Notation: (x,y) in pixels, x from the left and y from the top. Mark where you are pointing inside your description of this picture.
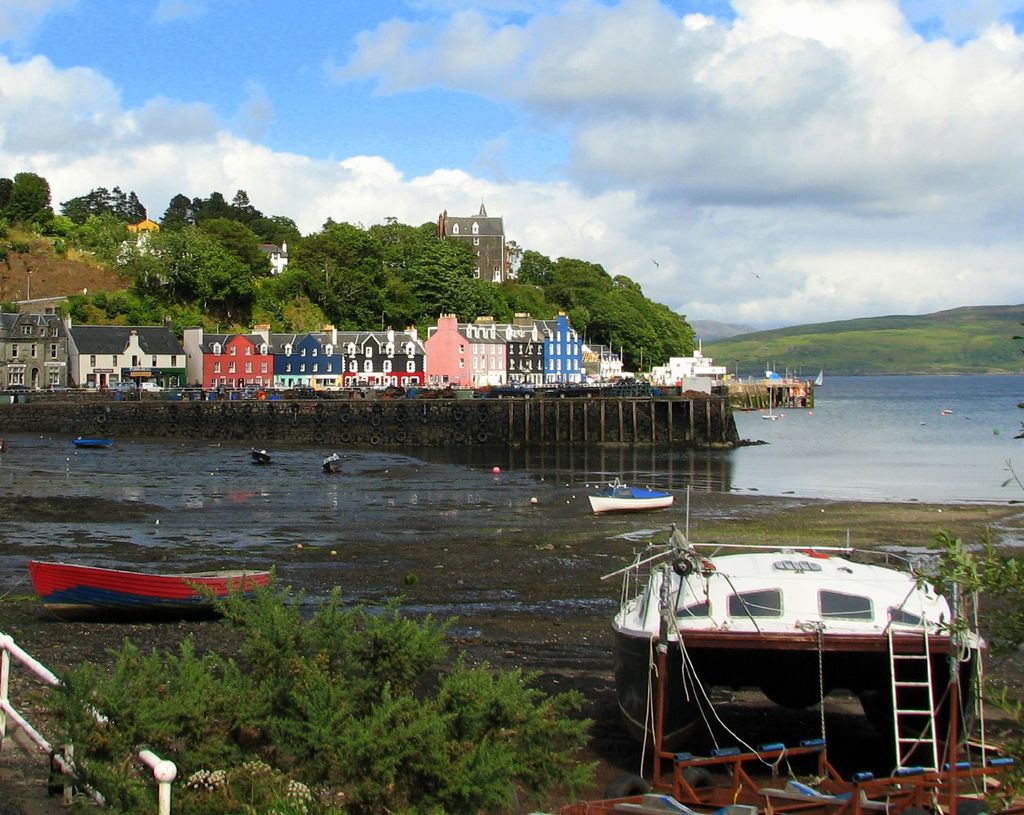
In the foreground of the picture (447,630) there are boats (859,577), trees (362,688), railing (14,712) and mud (360,562). In center of the picture (536,489) there are boats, dock (486,445), water body (987,421), houses (327,365), trees (275,302), buildings (490,246), grassland (813,345) and other objects (691,389). At the top (414,113) it is sky (551,175), sky (635,175) is partially cloudy.
